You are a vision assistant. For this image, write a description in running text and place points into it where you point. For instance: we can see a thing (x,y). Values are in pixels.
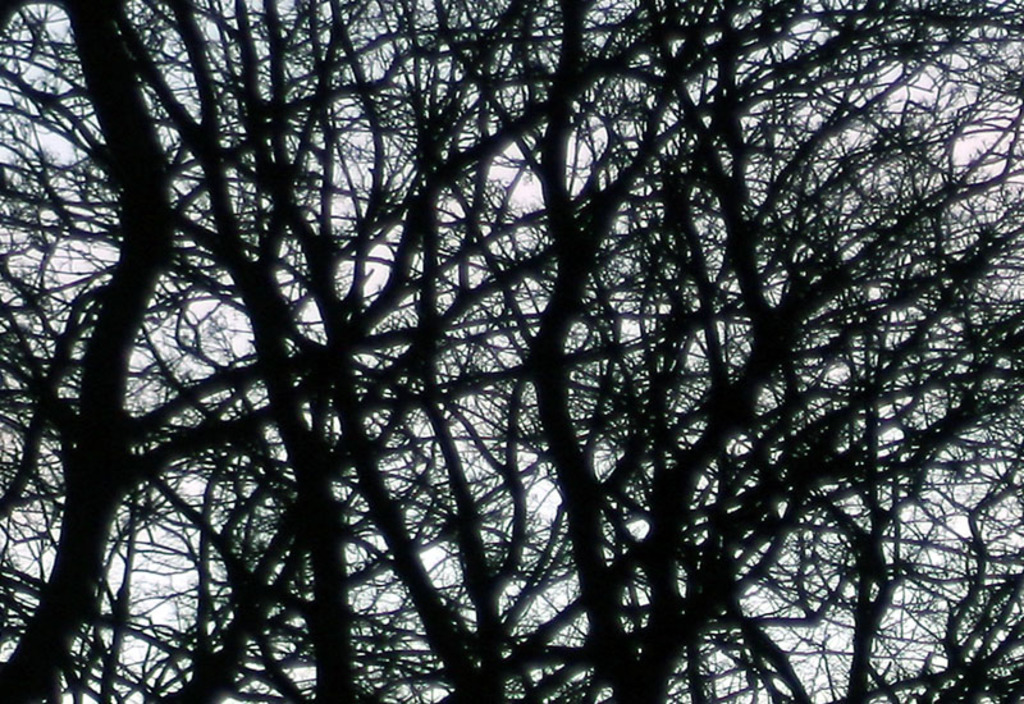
In the foreground of this image (546,648), there are branches (356,485) of the trees (321,517) without leaves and through the gaps (537,201) we can see the sky (527,197).
